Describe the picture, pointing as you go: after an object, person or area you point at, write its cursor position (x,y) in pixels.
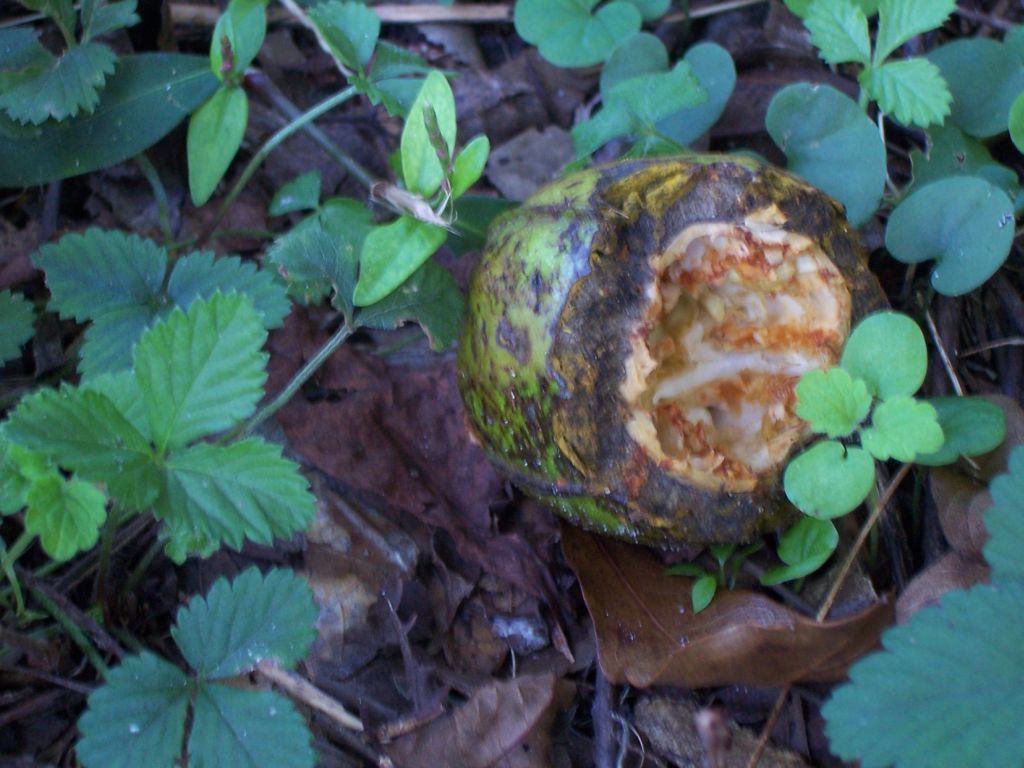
In the middle of the picture (545,311), it looks like a fruit (746,307). Beside that, we see the herbs (939,695). At the bottom (671,626), we see the dry leaves (479,592) and twigs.
